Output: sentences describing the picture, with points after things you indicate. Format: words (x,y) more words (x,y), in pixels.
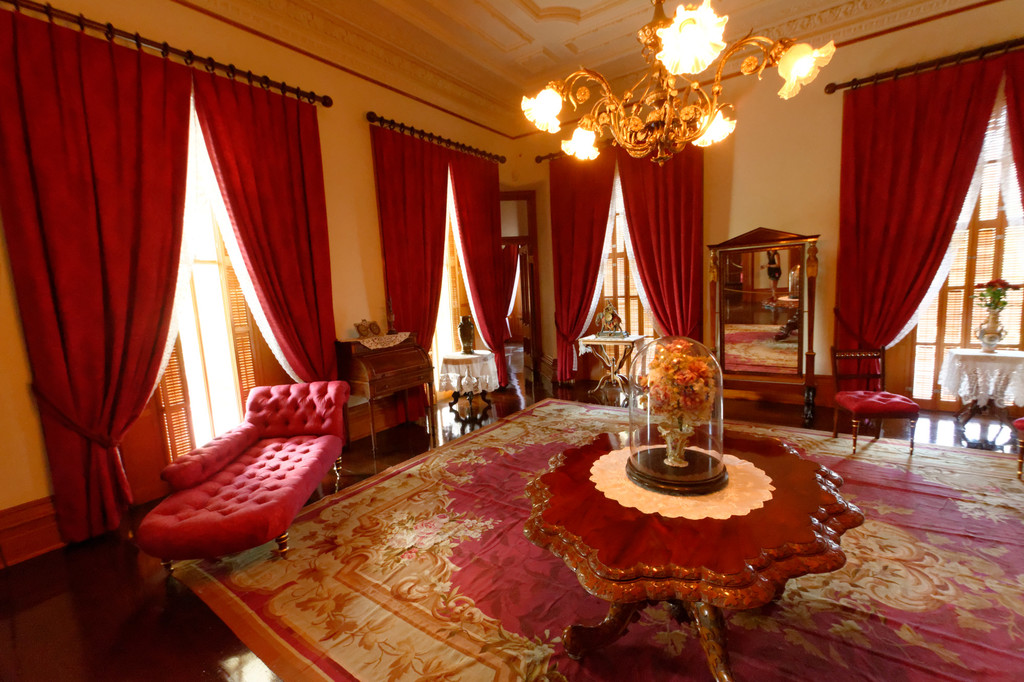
In this picture there is a sofa (244,488), table (573,517) on which a bouquet (686,386) was placed. There is a carpet (498,465) on the floor (536,400). There is a chair (864,403) here. A mirror (762,313) beside the chair (873,413). A chandelier (648,129) is hanging from the ceiling (557,72). And there are some curtains (921,210) here. In the background (743,210) there is a wall (775,169).
